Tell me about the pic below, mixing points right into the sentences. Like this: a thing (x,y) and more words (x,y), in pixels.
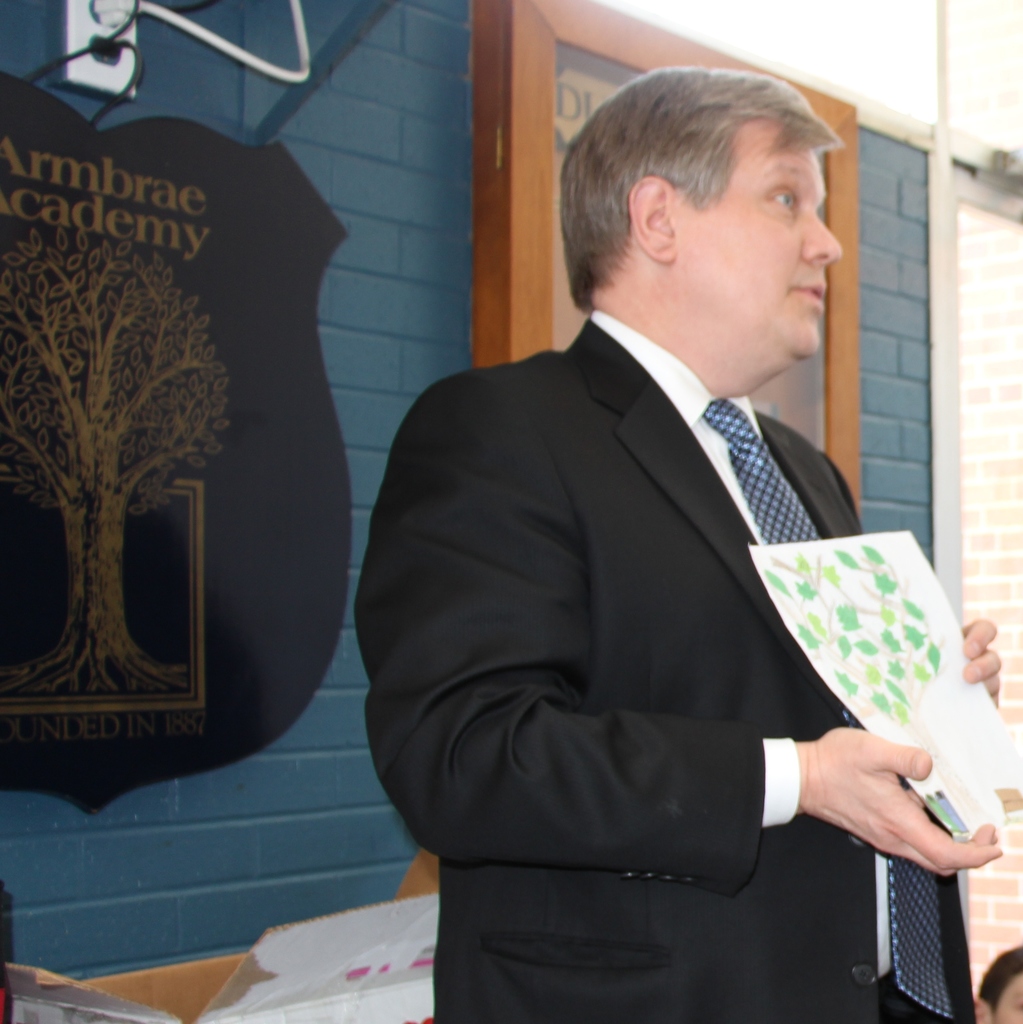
In this picture there is a person (630,589) wearing black suit (612,668) is standing and holding a paper (886,716) which has a painting (909,674) on it and there is a wall (352,703) behind him which has some objects (286,461) attached to it and there is a person (1008,983) in the right bottom corner (1006,996).
